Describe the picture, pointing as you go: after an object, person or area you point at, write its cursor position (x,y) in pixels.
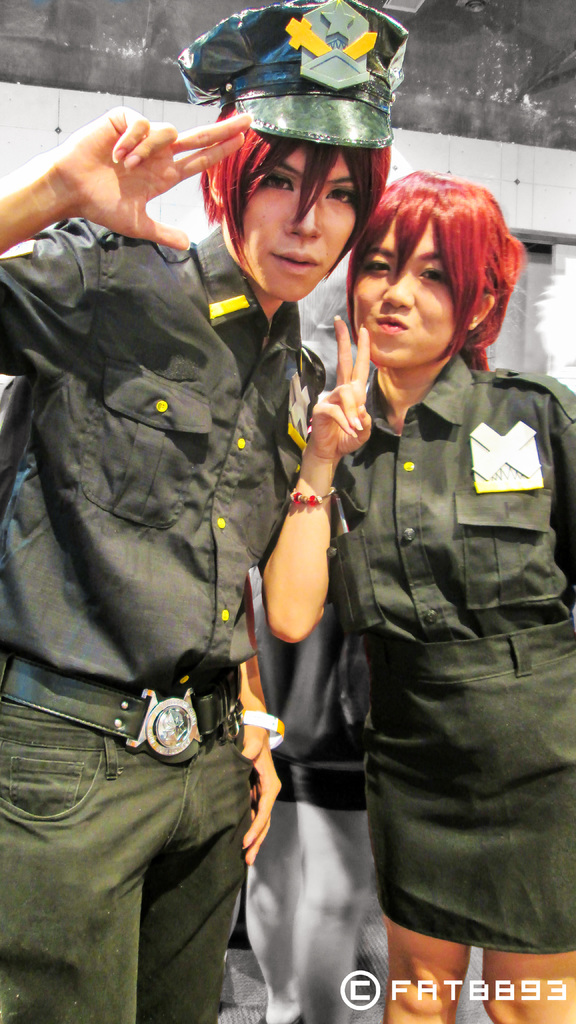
In the foreground of this picture (354,447), there is a man (246,438) and a woman (522,560) in green dress (416,586), standing and posing to a camera. In the background (439,139), there is a wall (439,139) and a person (325,315).
